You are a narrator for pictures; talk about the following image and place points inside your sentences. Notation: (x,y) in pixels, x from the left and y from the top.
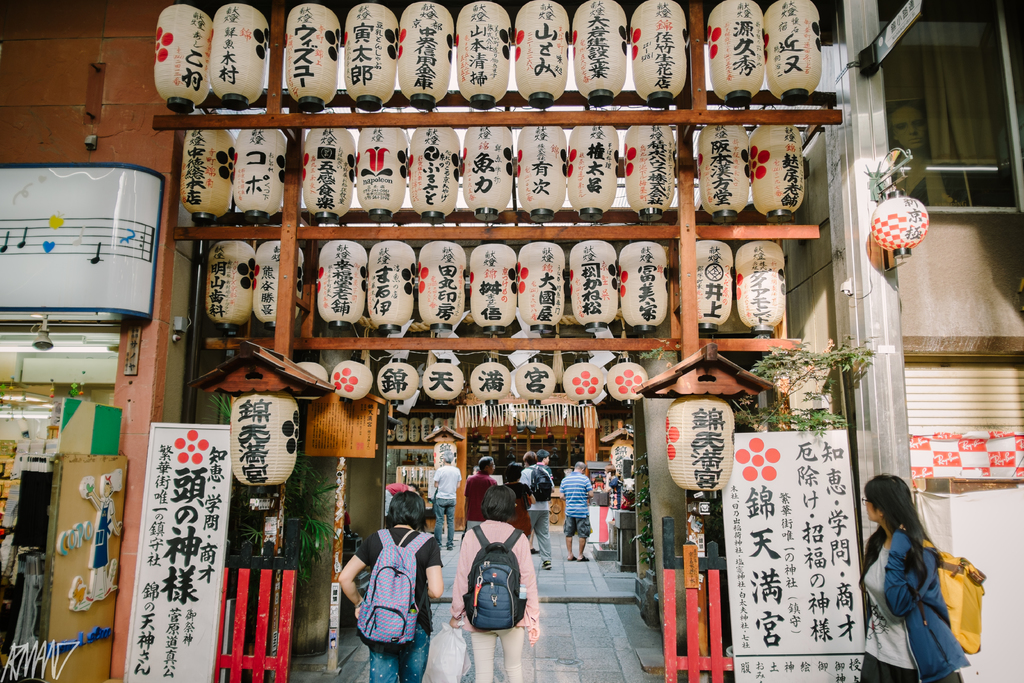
In this picture there are people (377,631) and we can see boards (112,485), plants (777,350), wooden planks (279,382) and objects (31,464). In the background of the image (443,432) we can see store (493,438). On the right side of the image (834,335) we can see shutter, wall (816,293), glass (916,189) and banner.
